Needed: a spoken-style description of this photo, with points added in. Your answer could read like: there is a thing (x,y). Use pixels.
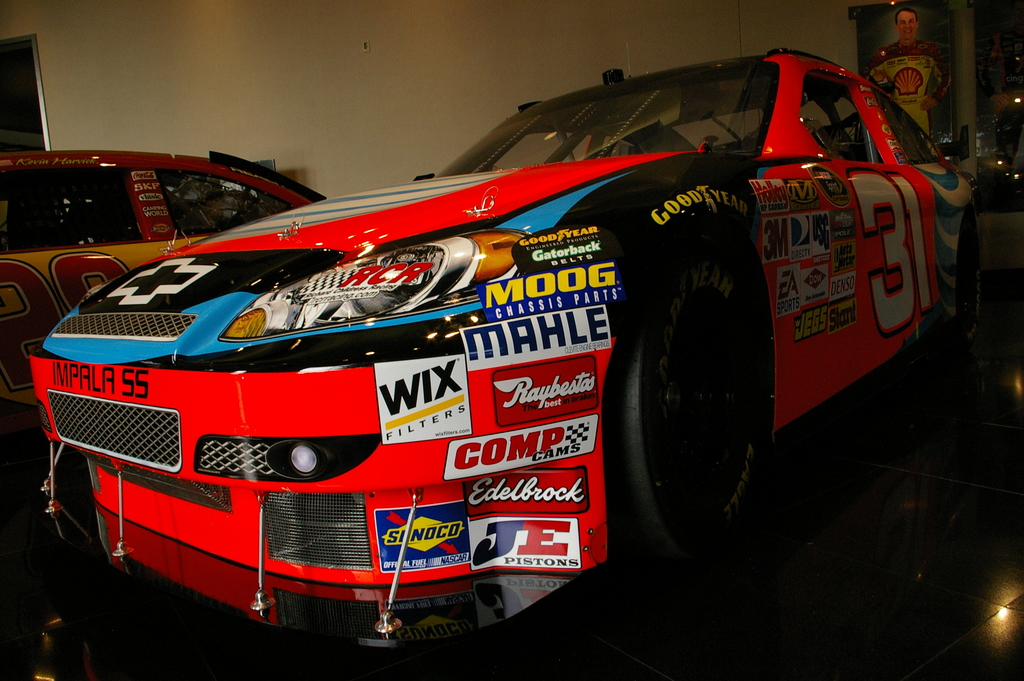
In this picture we can see cars (82,441) on the floor (641,565) and in the background (98,104) we can see a banner (873,61), wall (521,70).
